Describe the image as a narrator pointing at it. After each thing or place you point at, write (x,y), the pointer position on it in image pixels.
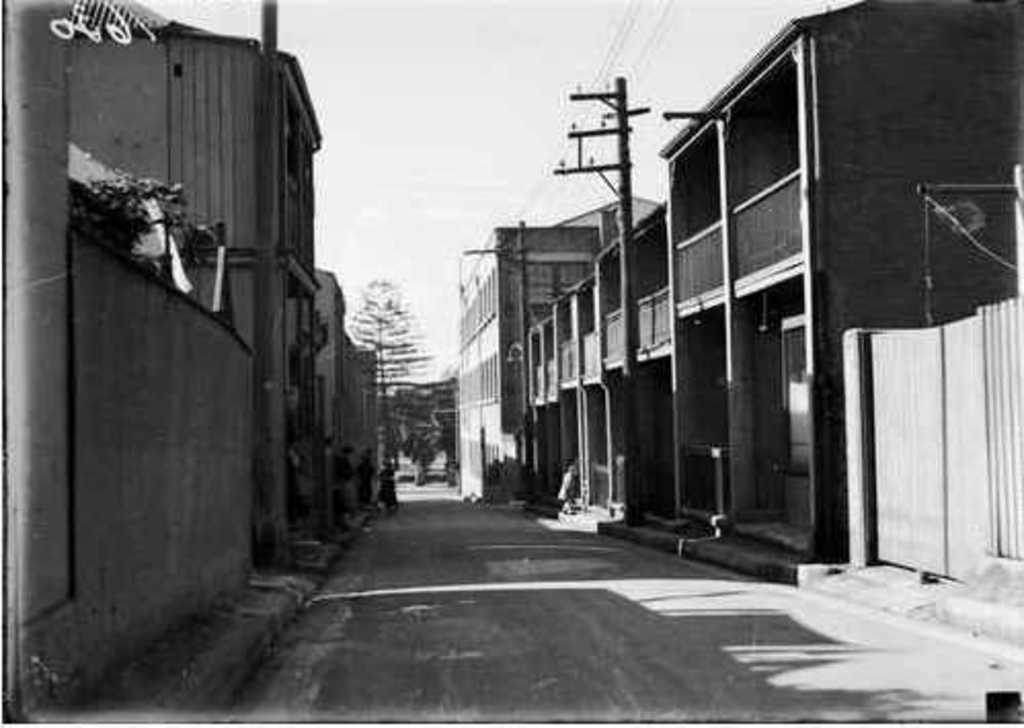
This is a black and white image. At the bottom (460,591) there is a road (530,535). On both sides of the road (460,682) I can see the buildings (295,446). In the background (403,425) there are some trees (401,342). At the top (476,61) I can see the sky (400,130).
